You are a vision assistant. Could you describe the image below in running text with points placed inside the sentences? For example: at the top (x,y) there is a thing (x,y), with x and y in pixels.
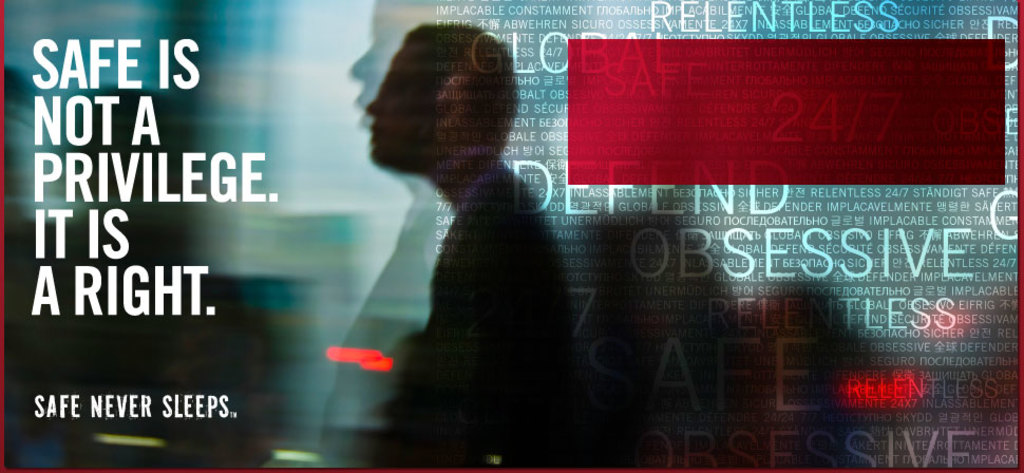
This is an edited image. In this image we can see a person (508,291) standing. We can also see some text (698,302) on this image.
